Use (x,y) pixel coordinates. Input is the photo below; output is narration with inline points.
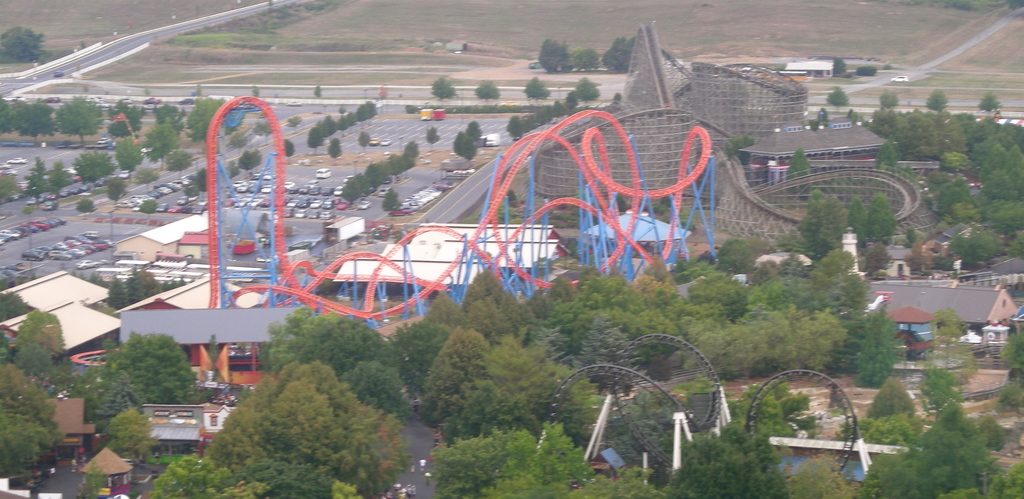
In the image there are many roller coasters (464,248). And also there are many trees (440,397) and buildings (165,431) with walls (197,360) and roofs (974,287). There are many vehicles (305,195) parked in a parking area (168,198). And also there are roads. At the top of the image (610,31) on the ground (610,31) there is grass (559,12).
